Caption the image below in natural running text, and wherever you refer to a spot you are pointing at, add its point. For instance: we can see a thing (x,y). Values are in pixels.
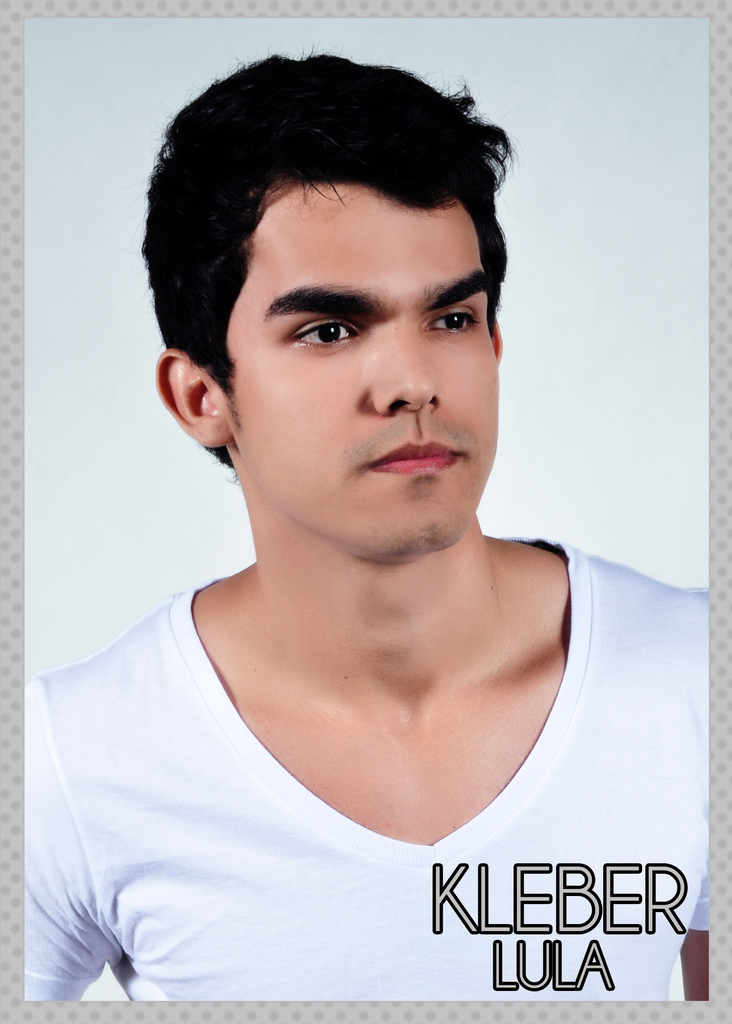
In this image I can see there is a photo of a person (439,187), who is wearing a t-shirt (143,873), on which there is a text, background (109,129) is white.
